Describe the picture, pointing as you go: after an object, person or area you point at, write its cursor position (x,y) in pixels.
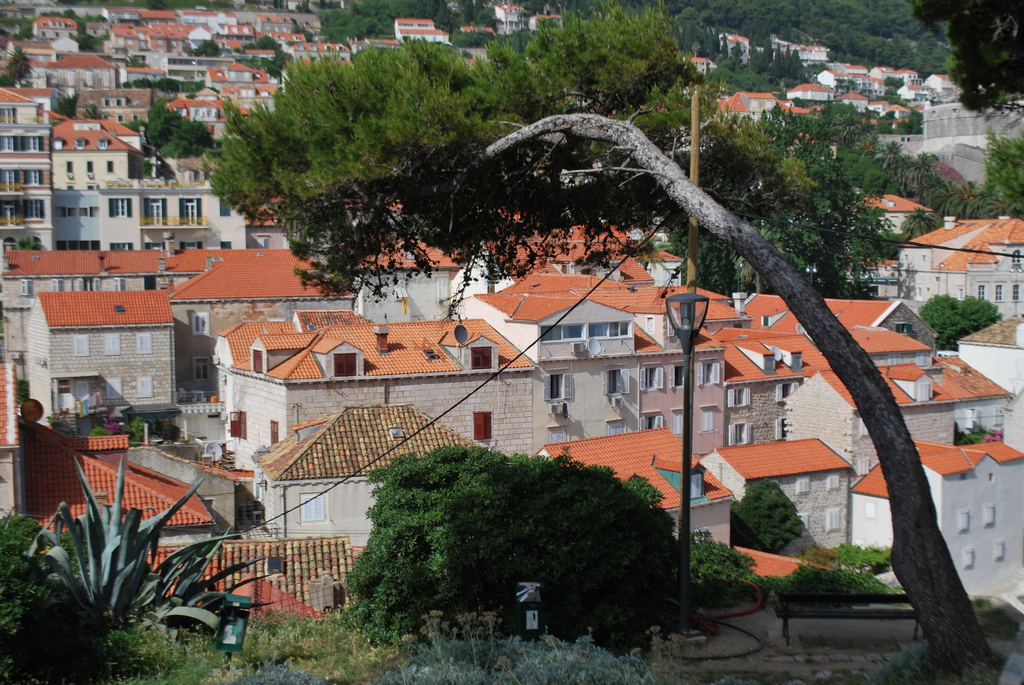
In this picture I can see there are buildings (361,396) and trees (485,558), there are windows (617,382) and doors (66,382) to the buildings (132,381).
